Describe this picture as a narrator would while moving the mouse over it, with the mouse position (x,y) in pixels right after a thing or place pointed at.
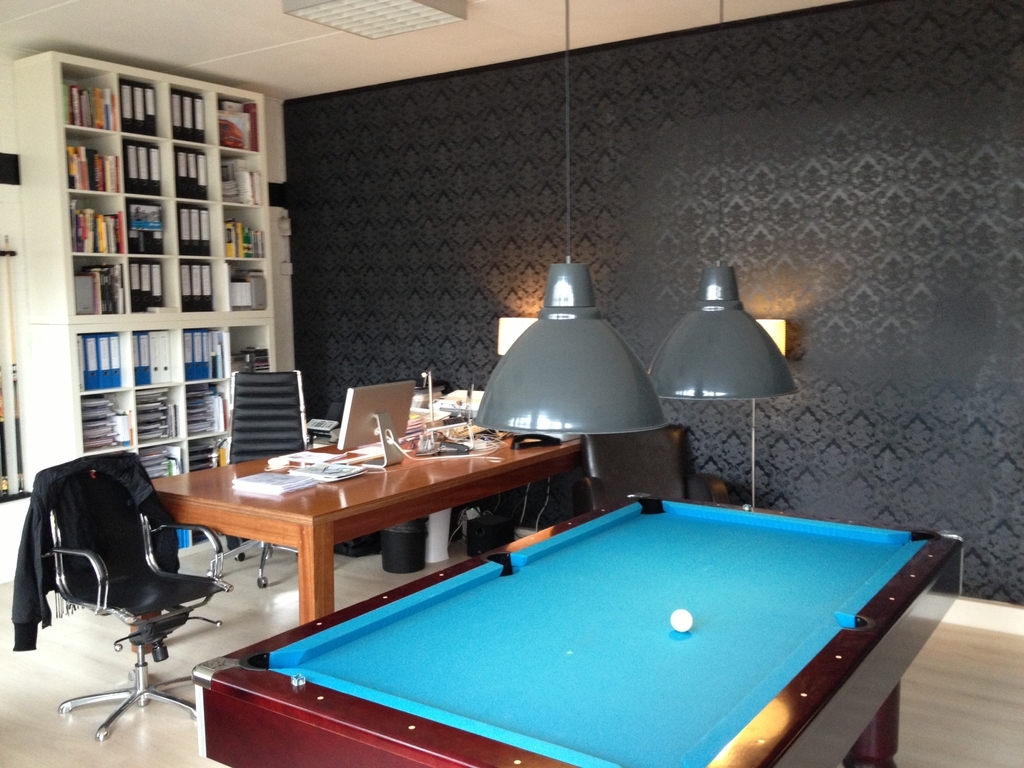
This Image is clicked in a room (658,155) where there is a table (326,537), snooker pool (516,589), chairs (295,420), racks (217,156), and in the racks (71,417) there are so many files (95,378) and books (207,420). On the table (344,457) there is a book (329,477) and there are papers (359,450), computer (379,418), pens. There are lights (594,388) in the middle (594,388). There is a ball (684,626) on Snooker Pool (623,642).
